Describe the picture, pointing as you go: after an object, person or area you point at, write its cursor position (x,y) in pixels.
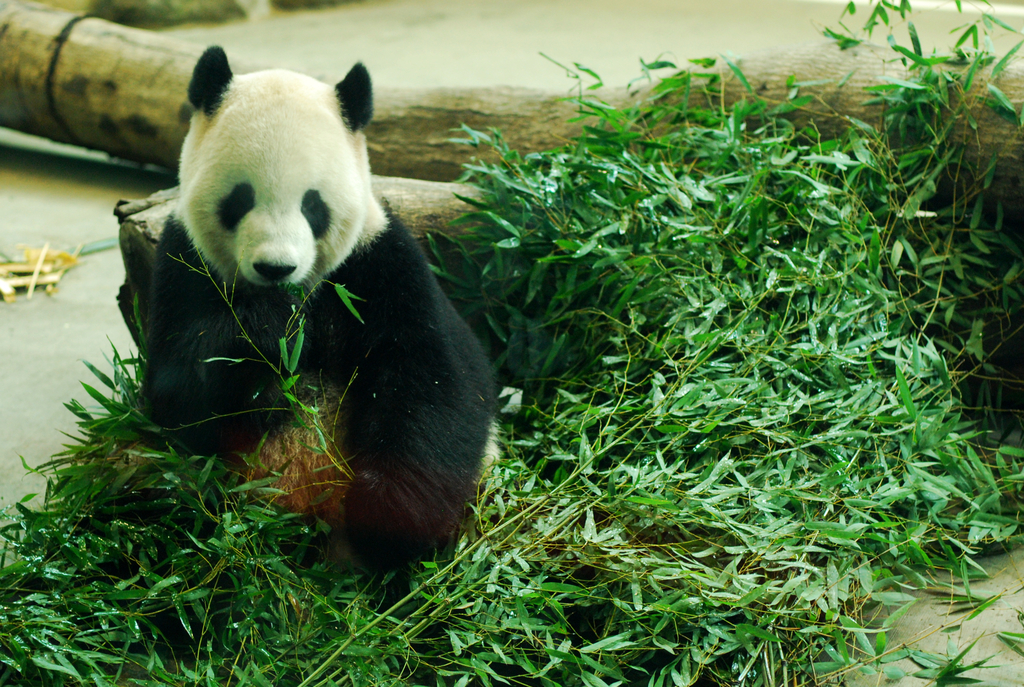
In this picture we can see a bear (322,320), there are some plants (602,353) in the front (685,523), we can see wood (403,186) in the background (425,164).
